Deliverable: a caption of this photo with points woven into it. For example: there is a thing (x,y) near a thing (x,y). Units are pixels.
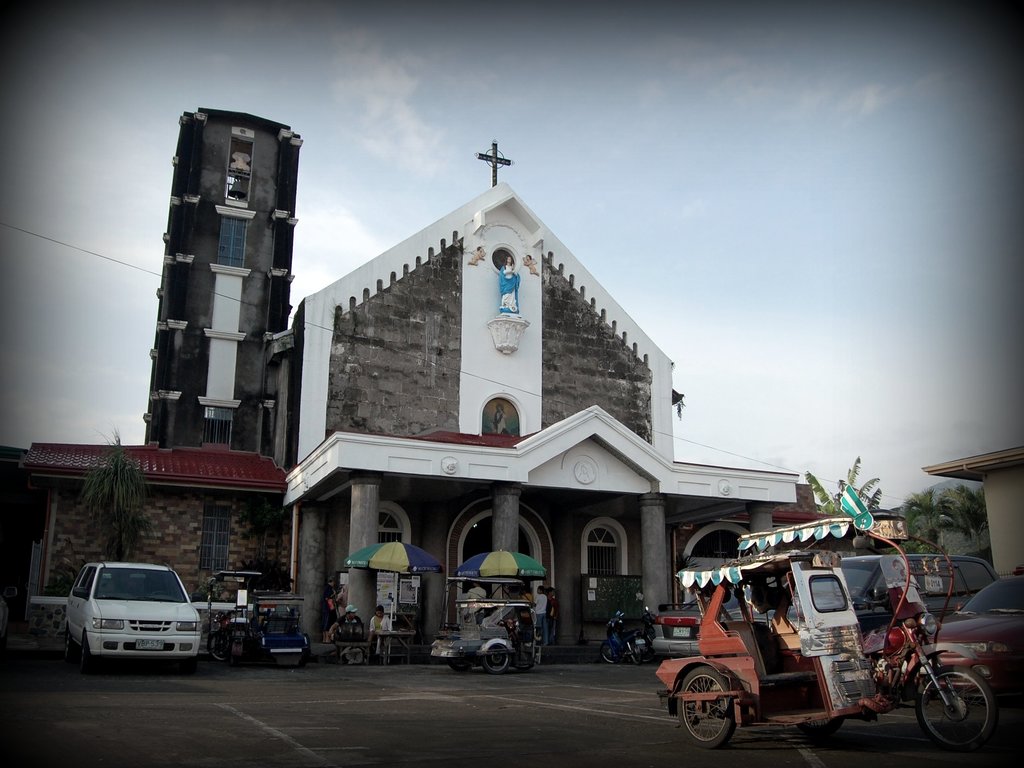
This picture might be taken outside of the building (311,399). In this image, on the right side (738,643), we can see a motorbike (893,663) and two cars (974,619), house (995,519), trees (948,509). On the left side (181,623), we can also see some vehicles (224,630) and cars (107,648). In the middle (342,414), we can see some stalls (408,594) and group of people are sitting under the umbrella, vehicles (636,627), church (608,537), pillars (654,526). On top (808,22) there is a sky (695,221).
